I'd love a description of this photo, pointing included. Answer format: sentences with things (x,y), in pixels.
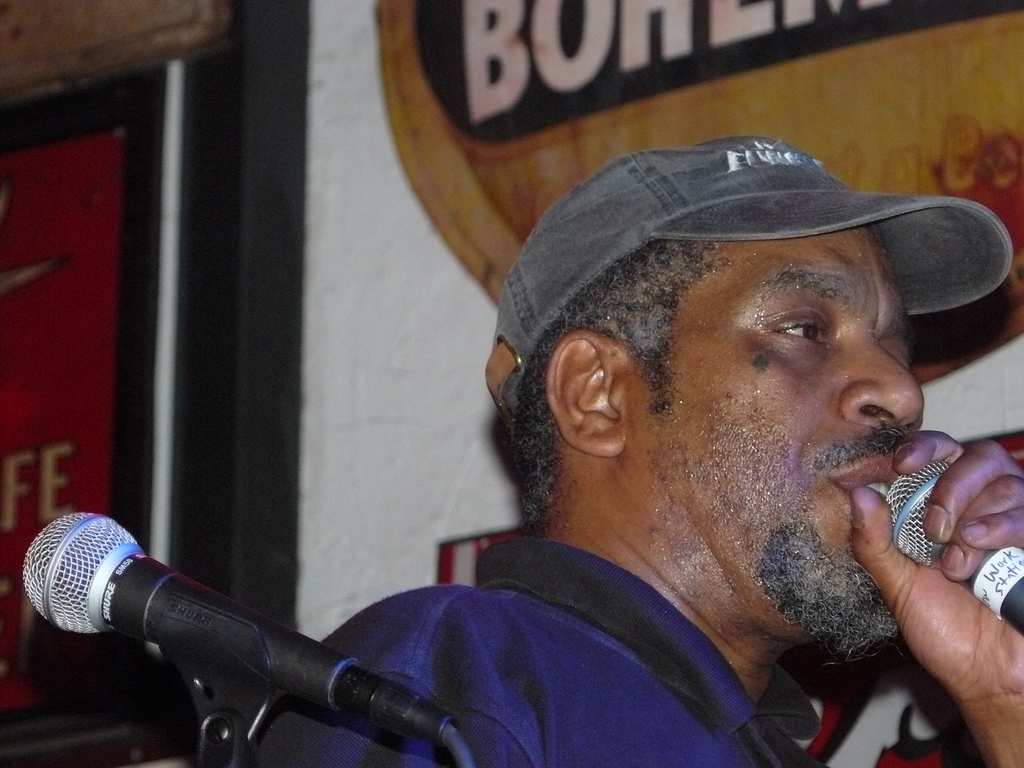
In this image there is a person (574,571). He is holding a mike (1021,607). He is wearing a cap (678,221). Left bottom there is a mike (51,537). Behind there is a banner (84,322). Background (487,352) there is a wall (431,367).
